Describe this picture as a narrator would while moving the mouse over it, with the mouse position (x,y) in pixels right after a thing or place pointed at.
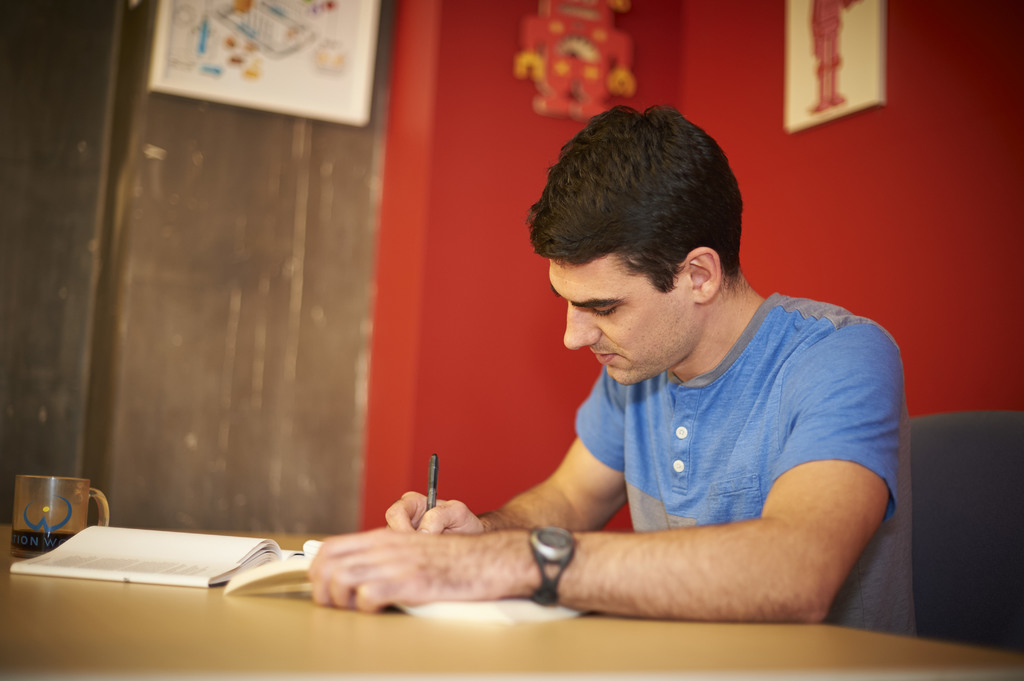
In this picture we can see man (705,485) wore blue color T-Shirt (824,430) sitting on chair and writing with pen (430,471) on paper (474,614) placed on table (369,634) and we have cup (52,488) on the same table (201,613) and in background (195,269) we can see wall (341,145) with frames (818,95).
